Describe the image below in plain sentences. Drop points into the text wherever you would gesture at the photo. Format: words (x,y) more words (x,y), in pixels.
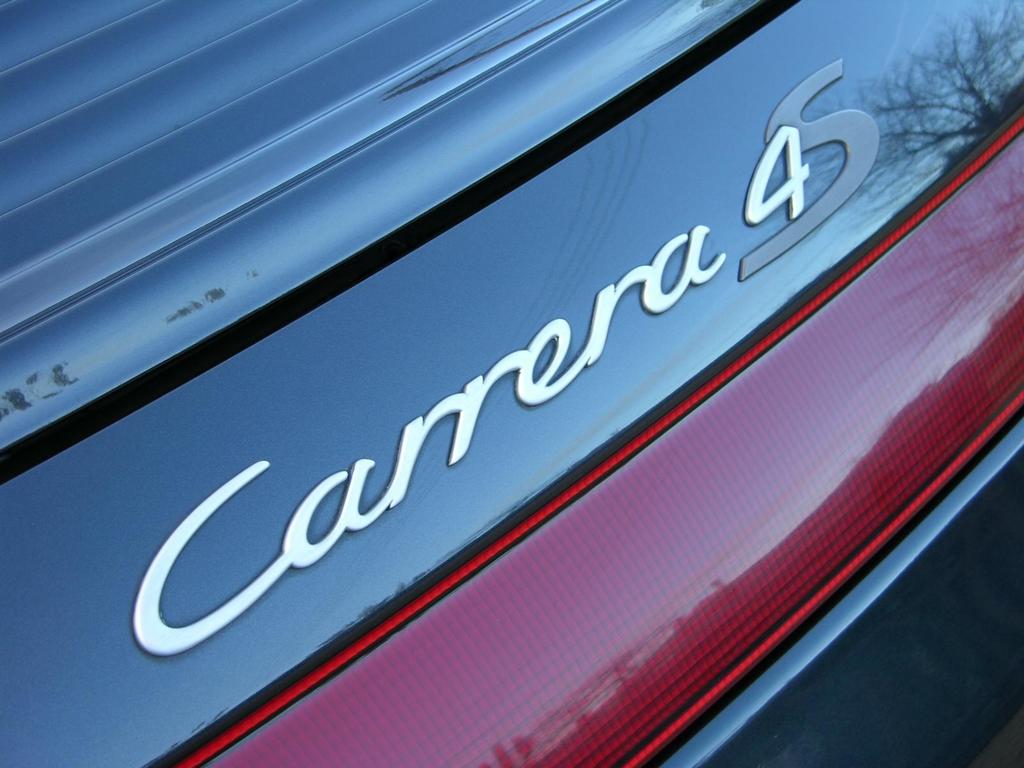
In this picture, it seems like text (648,290) on a vehicle (521,349).
